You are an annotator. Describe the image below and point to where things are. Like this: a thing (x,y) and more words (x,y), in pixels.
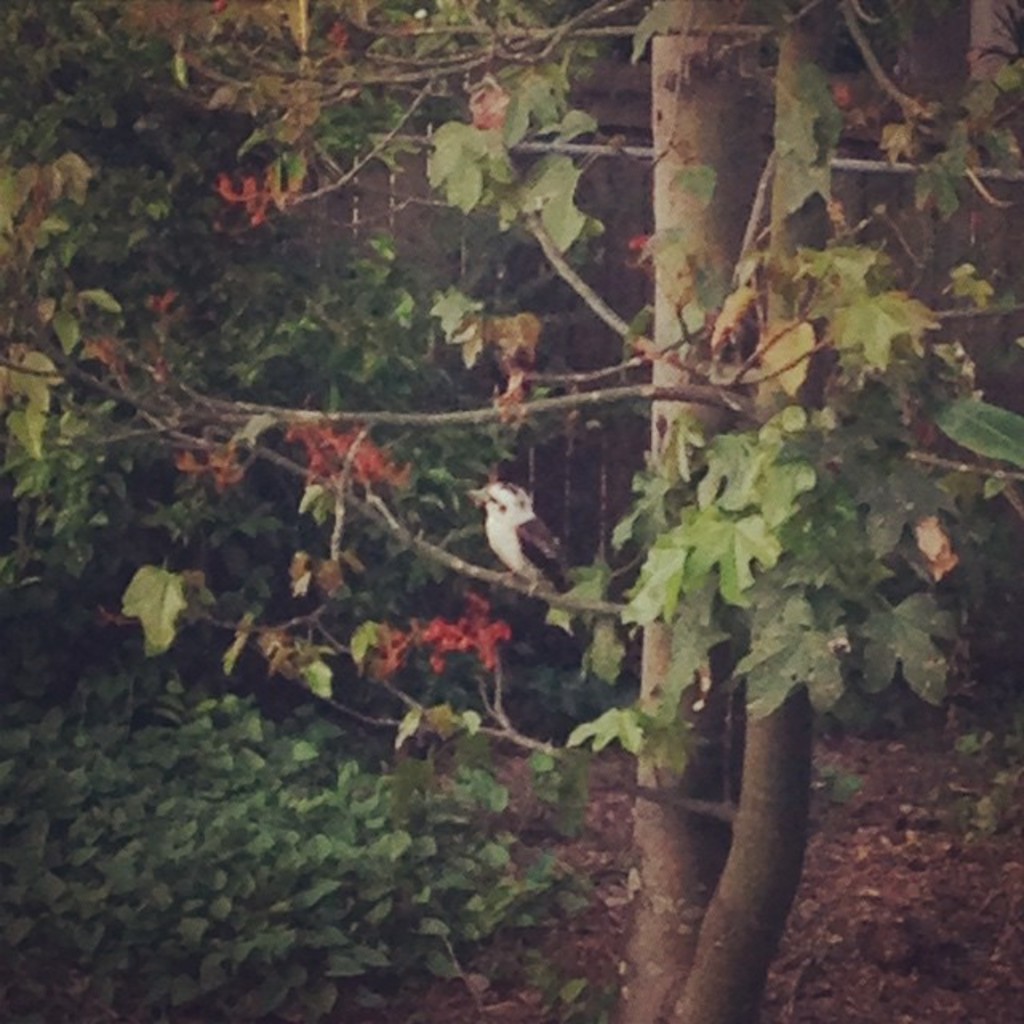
In this image there are some trees (379,560), plants (483,757) and fence (348,216) at the back (320,258).
